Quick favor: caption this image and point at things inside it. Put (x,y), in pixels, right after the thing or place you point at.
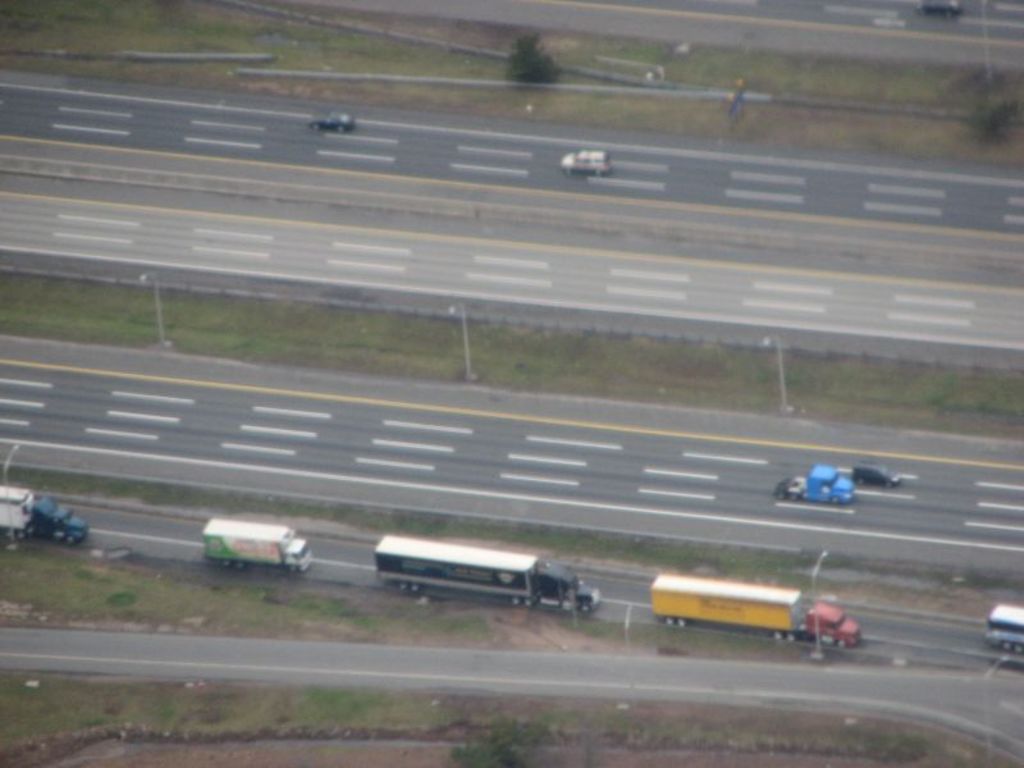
In this image I can see few vehicles (684,582) on the road (875,519) and I can also see few light poles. Background I can see few trees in green color.
